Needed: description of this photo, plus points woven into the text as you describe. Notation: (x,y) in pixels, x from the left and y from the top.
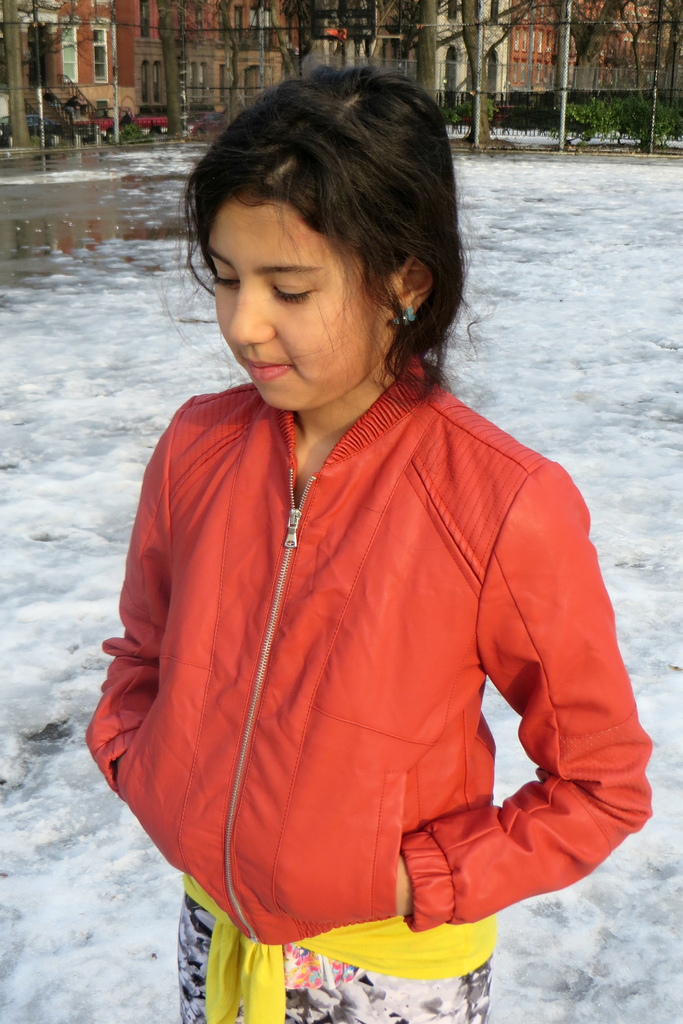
In this image we can see a child (311,694) standing in the ice (80,301). On the backside (91,161) we can see some buildings (152,81) with windows (146,73), water (98,188), stairs (30,100), bark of the trees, plants (634,100), fence (557,105) and the poles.
